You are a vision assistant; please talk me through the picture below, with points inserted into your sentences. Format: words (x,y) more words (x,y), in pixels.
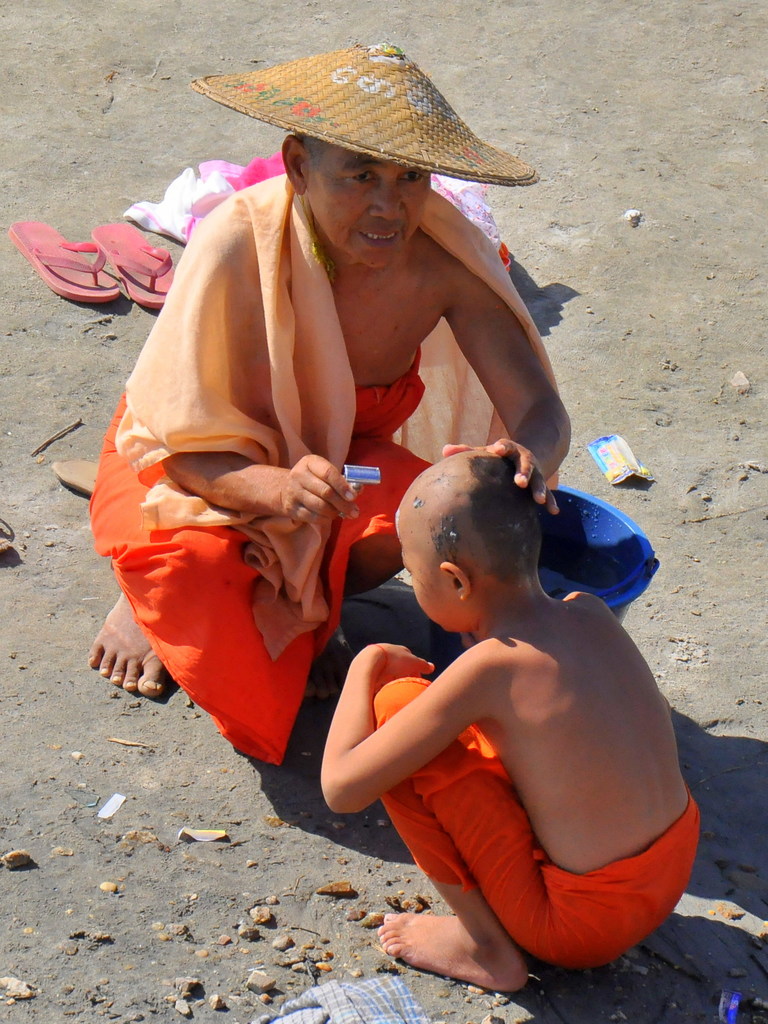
In this image there are two persons (338,422) in the squatting position. The man (409,465) in the center (327,374) is wearing a hat (414,135) and holding a blade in his hand (350,503). There are slippers (121,271) and stones (294,959) on the ground (245,968).
